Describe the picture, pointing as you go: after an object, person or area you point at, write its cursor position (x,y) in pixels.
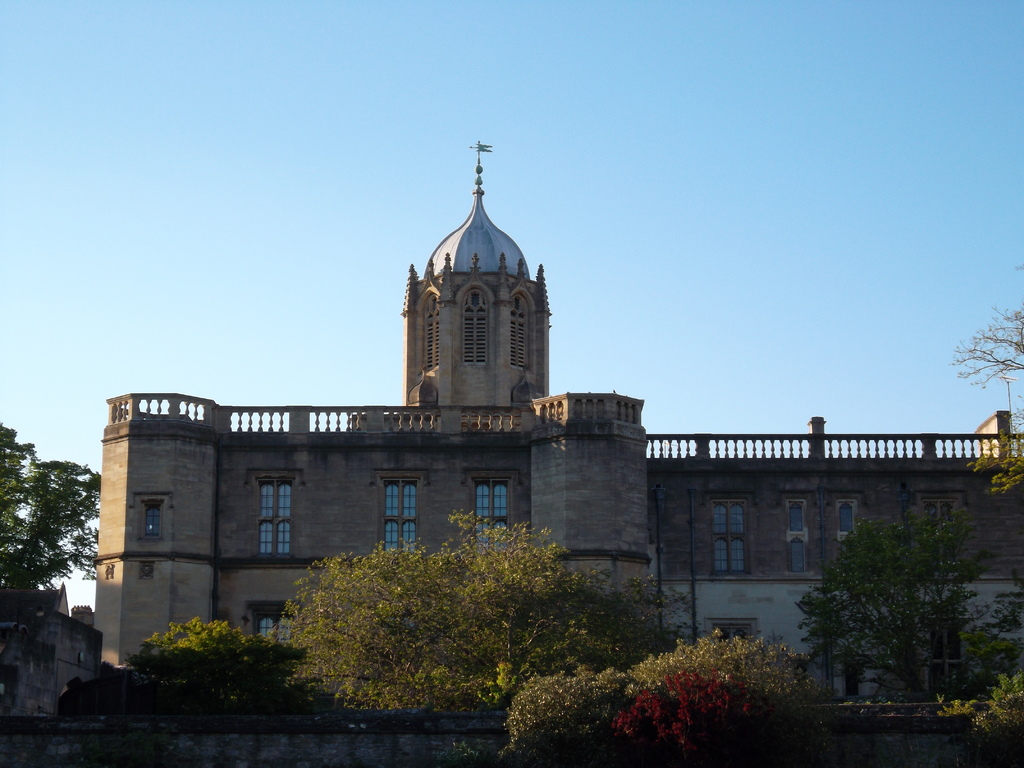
In this image, we can see buildings (497,501) and trees (896,612). At the top (427,121), there is sky (554,147).
